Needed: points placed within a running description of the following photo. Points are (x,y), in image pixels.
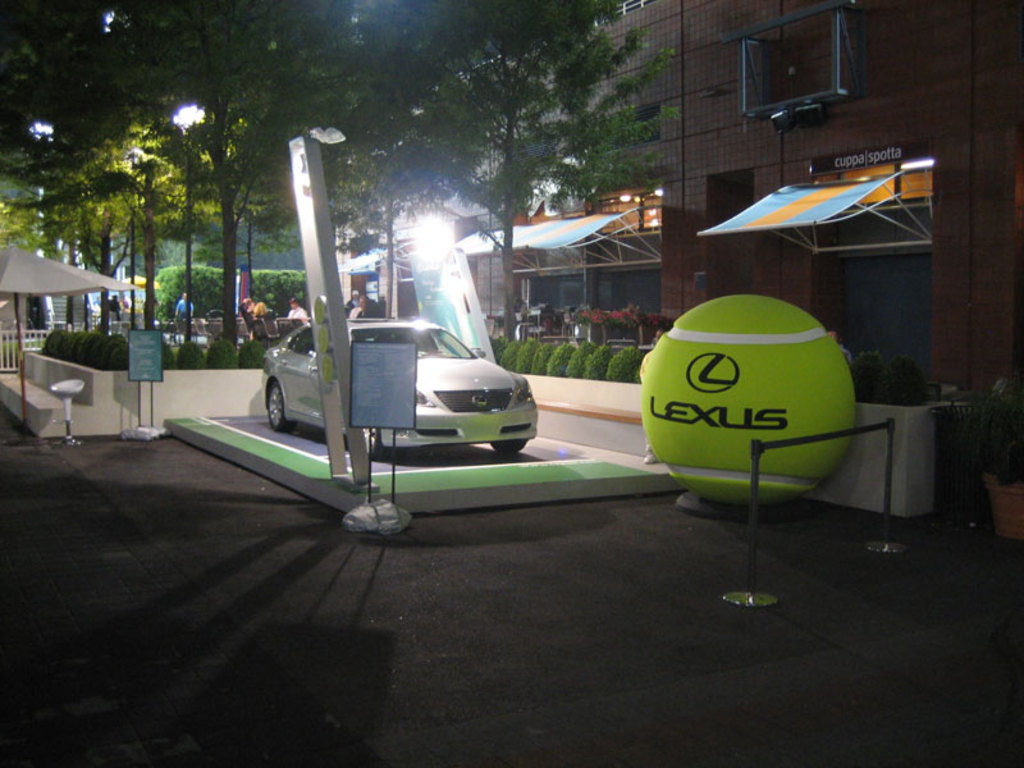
In this picture we can see a car (419,363), boards (372,392), umbrella (90,276), ball (726,365), house plants (1020,480), sun shades (474,243), building (882,106), trees (352,133) and in the background (181,302) we can see some people (258,303) standing.
